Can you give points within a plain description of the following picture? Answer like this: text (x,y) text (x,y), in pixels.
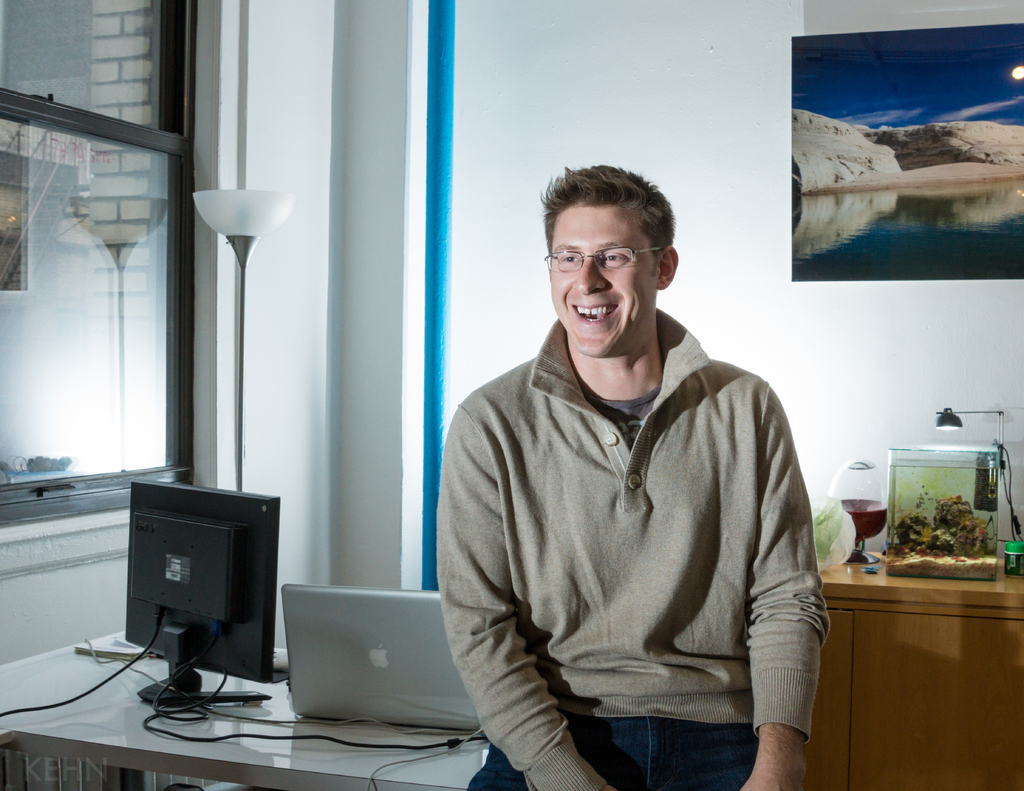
We can see a man (507,702) sitting on a table (462,761) behind him, laughing and there is a monitor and a laptop (371,668) present on the table (429,734) and at the right side (863,553) we can see a glass (874,478) and a box (939,518) present and at the left side (37,490) we can see a window (20,237) and at the top right (857,222) we can see a picture (1008,252) present.
